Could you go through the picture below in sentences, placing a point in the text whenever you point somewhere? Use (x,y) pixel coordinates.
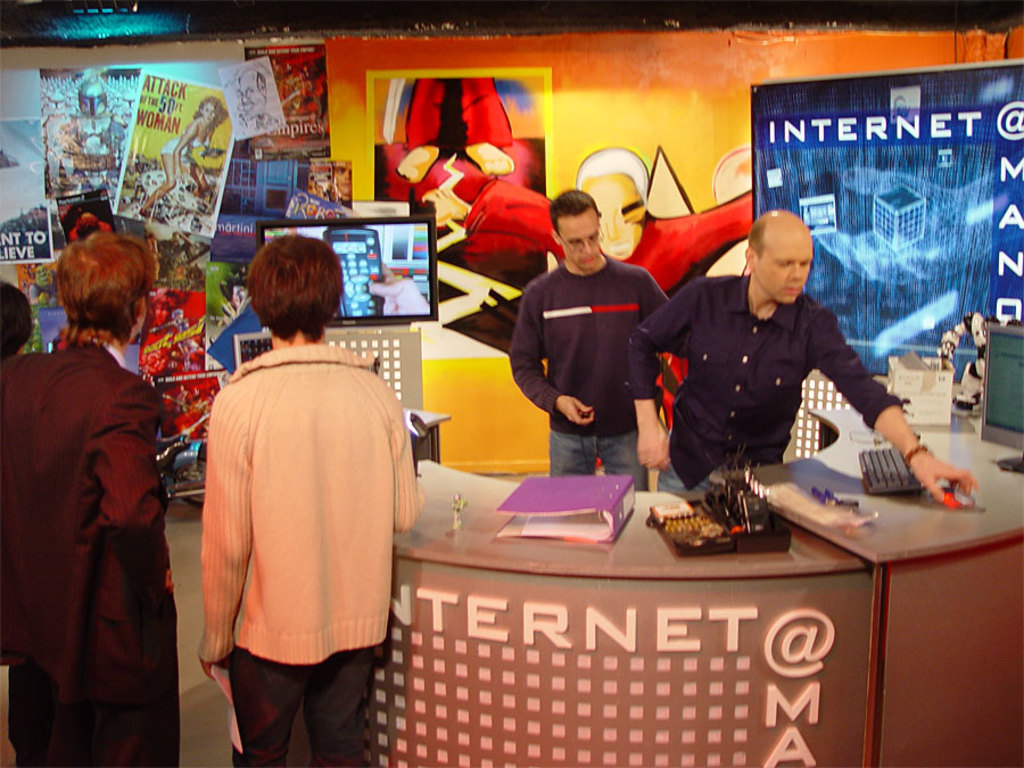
Here we can see some persons (330,433) are standing on the floor (218,741). This is table (748,634). On the table (871,588) there file (520,498), keyboard (894,484), monitor (1007,449) and a mouse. On the background (837,36) there is a wall (603,115) and this is screen (877,207). There are posters (325,184) on the wall (232,251) and this is cartoon (641,198).
